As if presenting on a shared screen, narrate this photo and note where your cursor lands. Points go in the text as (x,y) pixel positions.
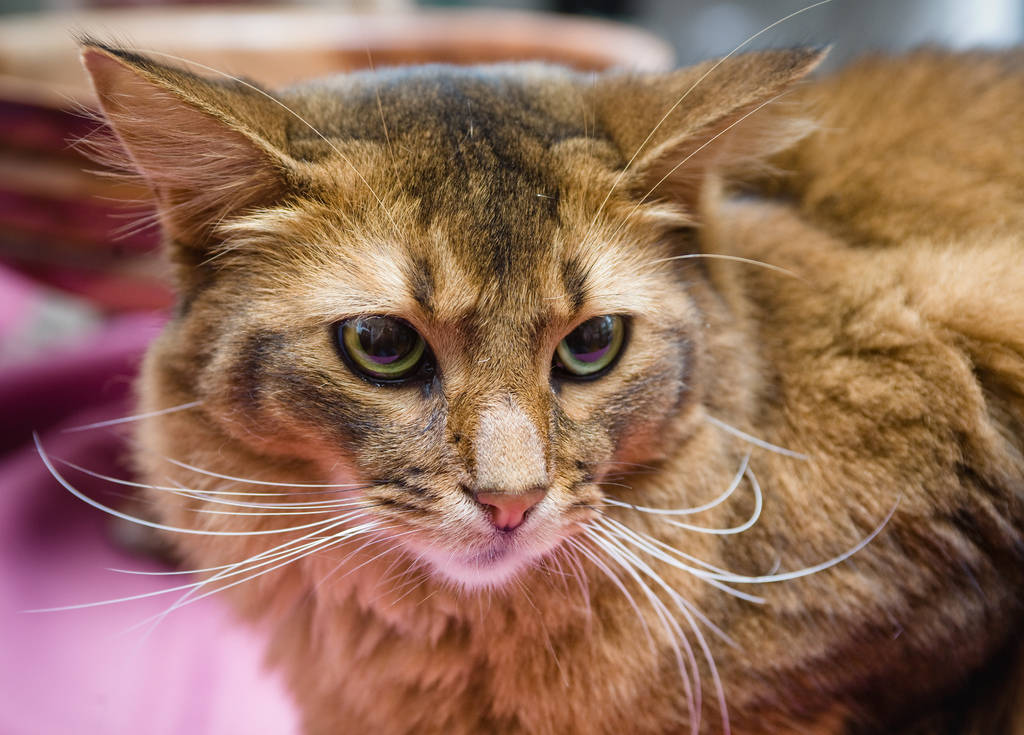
There is a cat (456,220) in the center of the image (623,249).
